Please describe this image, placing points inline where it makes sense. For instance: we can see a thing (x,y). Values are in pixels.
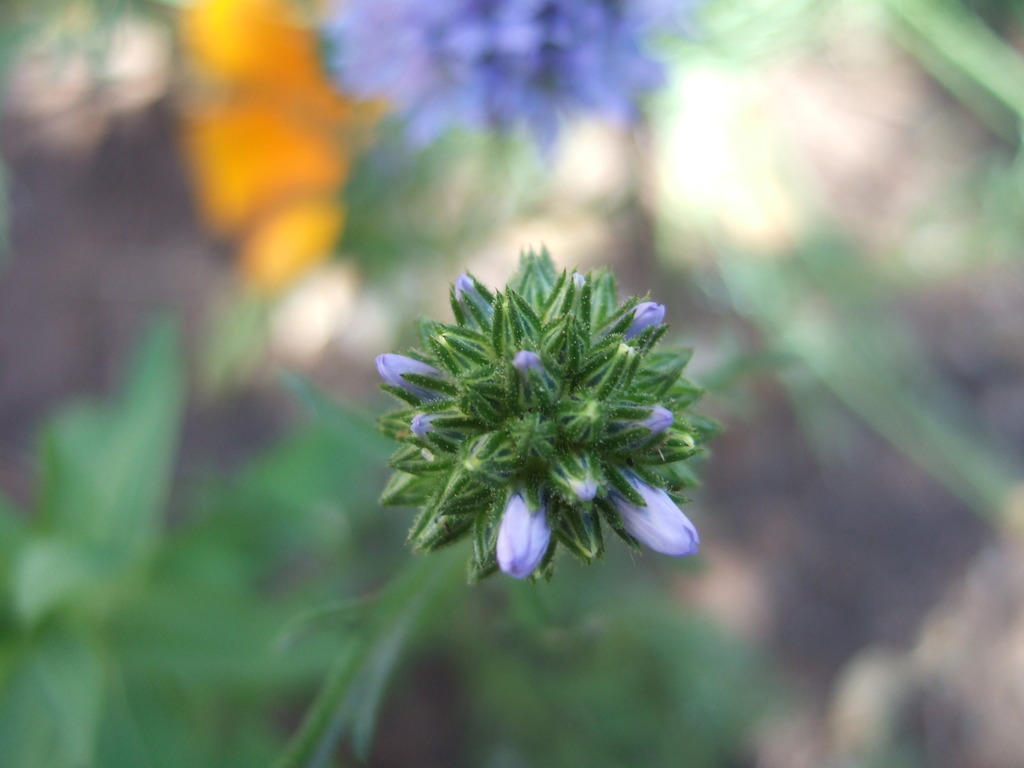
In this picture we can see flower buds (389,360) and in the background (190,590) it is blurry.
